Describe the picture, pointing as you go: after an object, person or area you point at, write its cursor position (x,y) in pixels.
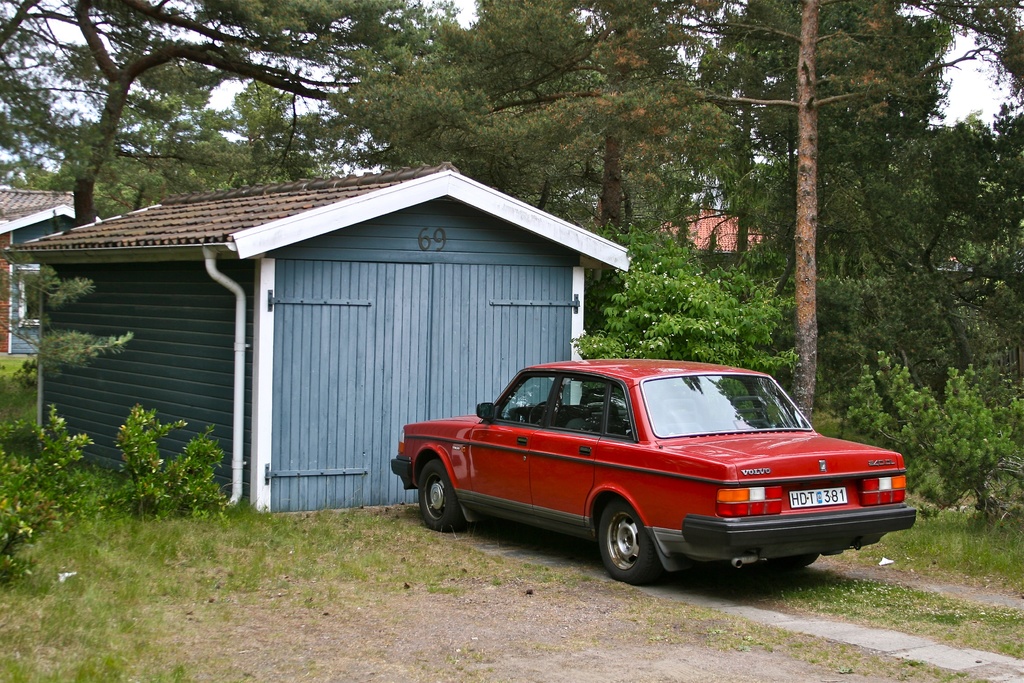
In this image, we can see a few houses (245,258). We can see a red colored car (580,363). We can see the ground (252,606). We can see some grass (109,550), plants (126,441). There are a few trees (563,206). We can see the sky (174,38).
